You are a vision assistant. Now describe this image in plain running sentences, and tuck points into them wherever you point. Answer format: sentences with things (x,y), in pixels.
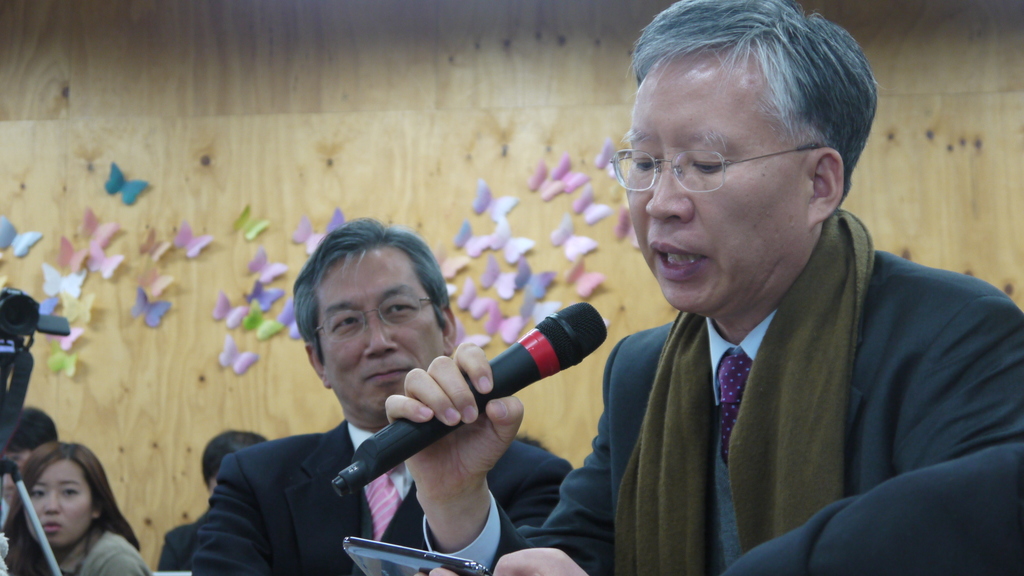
In the picture I can see a person (922,385) wearing black color coat (970,364), shirt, tie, scarf (677,371) and spectacles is holding a mic (522,375) and mobile phone (370,569) in his hands (537,561), here I can see another person (372,501) wearing a blazer (336,525), tie (373,502) and spectacles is smiling. On the left side of the image (43,323), I can see a camera (43,323) fixed to the tripod stand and I can see a few more people (119,527). In the background (224,292), I can see the wooden wall (196,224) on which I can see butterflies stickers (145,249).
